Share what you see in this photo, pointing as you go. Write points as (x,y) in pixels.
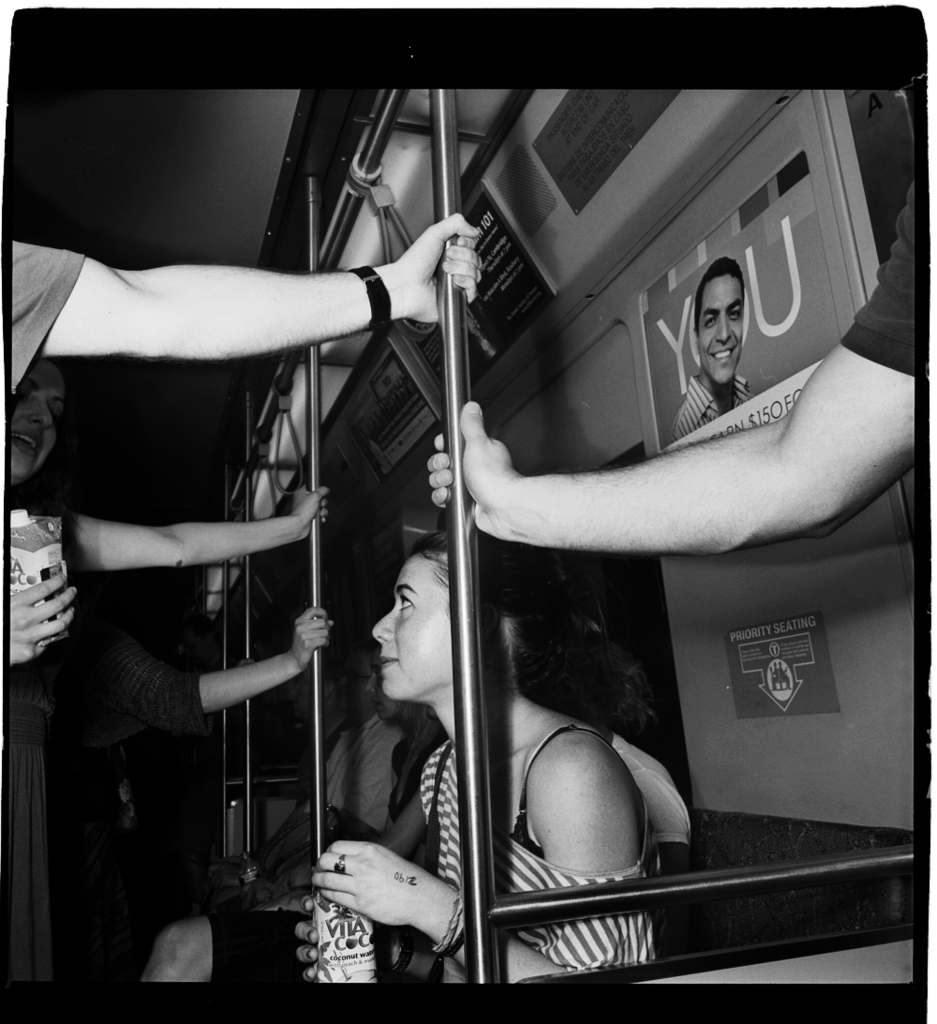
It looks like a black and white picture. We can see some people (28,447) are standing and holding the iron rods (468,739) and some people (414,652) are sitting. On the right side of the people (435,649) there are posters (749,664) inside of a vehicle (674,629) and two people (27,613) are holding some objects (358,962).
